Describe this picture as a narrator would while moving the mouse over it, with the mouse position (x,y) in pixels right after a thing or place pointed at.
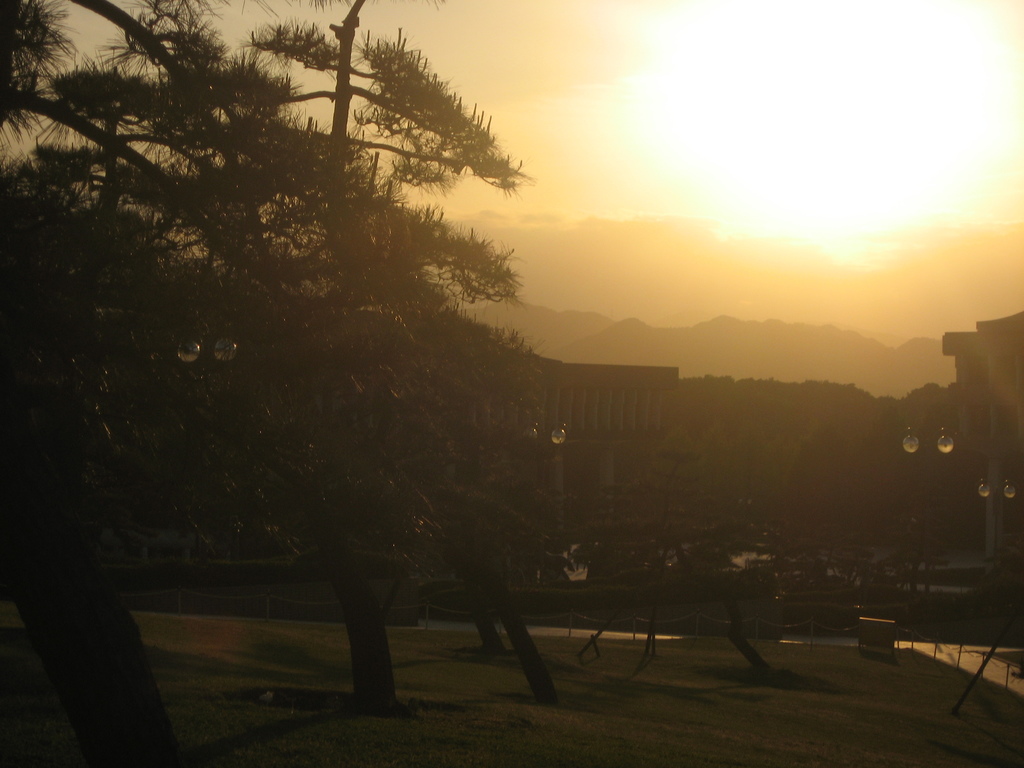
In the foreground of the picture (318,491) we can see trees (315,397), grass (720,685), water body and other objects (779,624). In the middle of the picture (564,361) we can see buildings (643,458), trees (728,403) and hills (906,361). At the top (811,147) we can see sun (853,139) shining in the sky (731,219).
